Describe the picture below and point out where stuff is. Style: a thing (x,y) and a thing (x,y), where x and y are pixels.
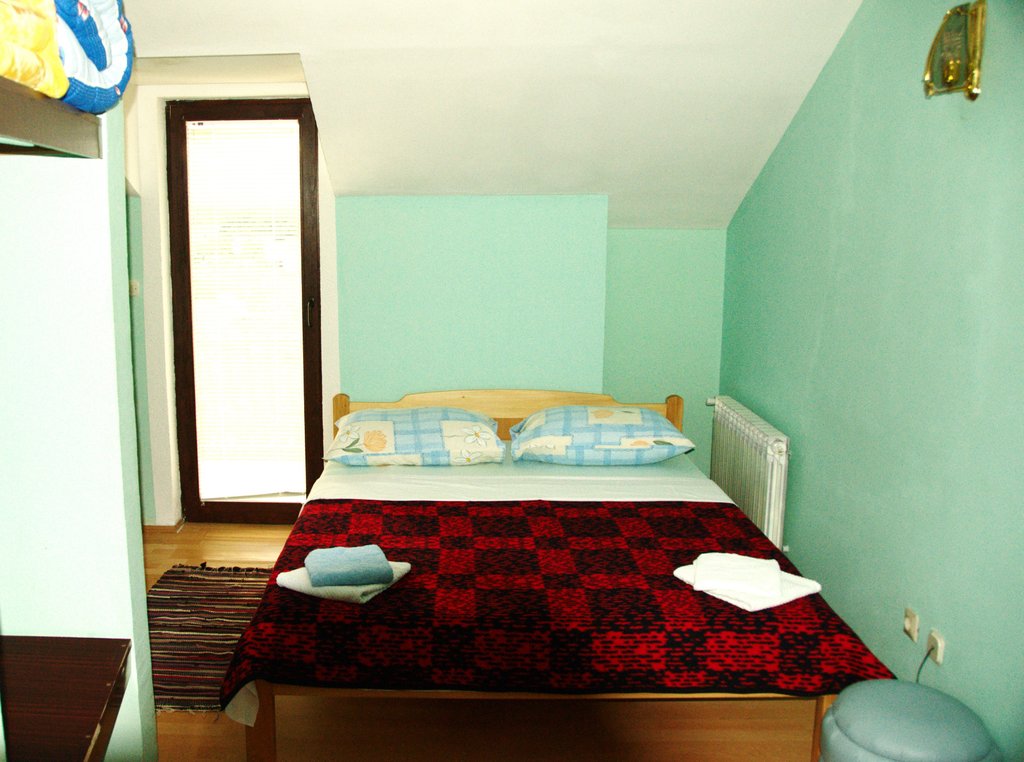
This image is taken inside the room (540,343), where we can see there is a bed (561,649) in the middle (530,439). On the bed (440,467) there are two pillows (494,425) and a blanket (415,585). Beside the bed (433,492) there is a door (244,273). On the left side (93,16) top it seems like a blanket (96,33). There is a mat (179,624) on the floor (306,726).
